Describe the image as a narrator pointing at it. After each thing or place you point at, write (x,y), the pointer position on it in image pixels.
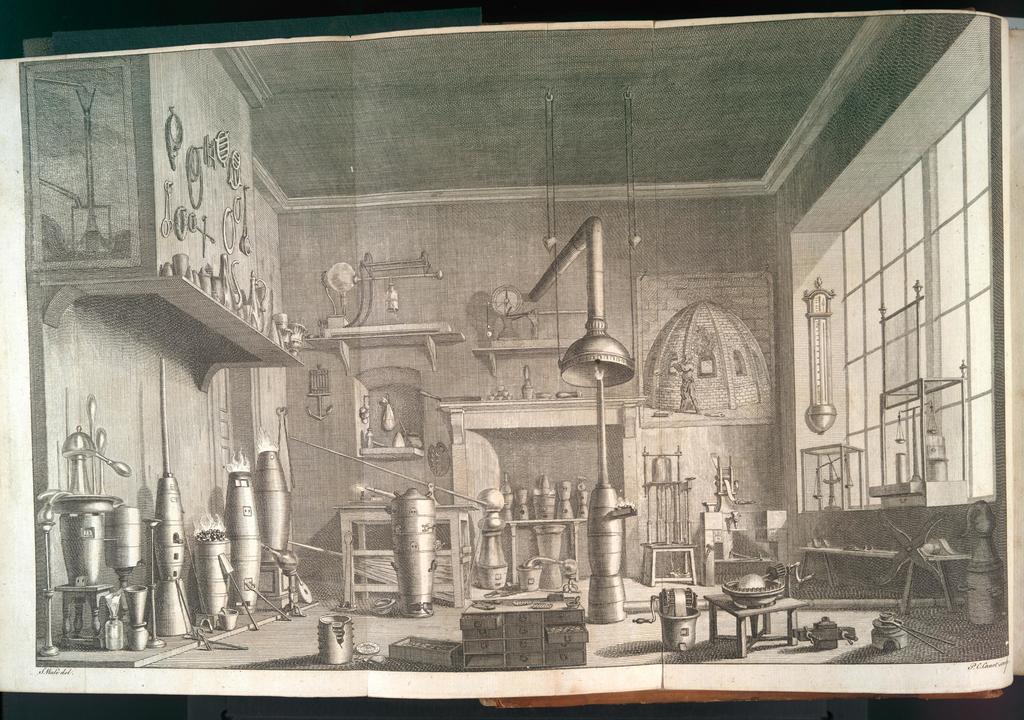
In this image there is a chemistry lab (587,433), there are equipments (507,516) in the lab (318,593), there is a window (897,279) on to the right side of the image (899,316).
